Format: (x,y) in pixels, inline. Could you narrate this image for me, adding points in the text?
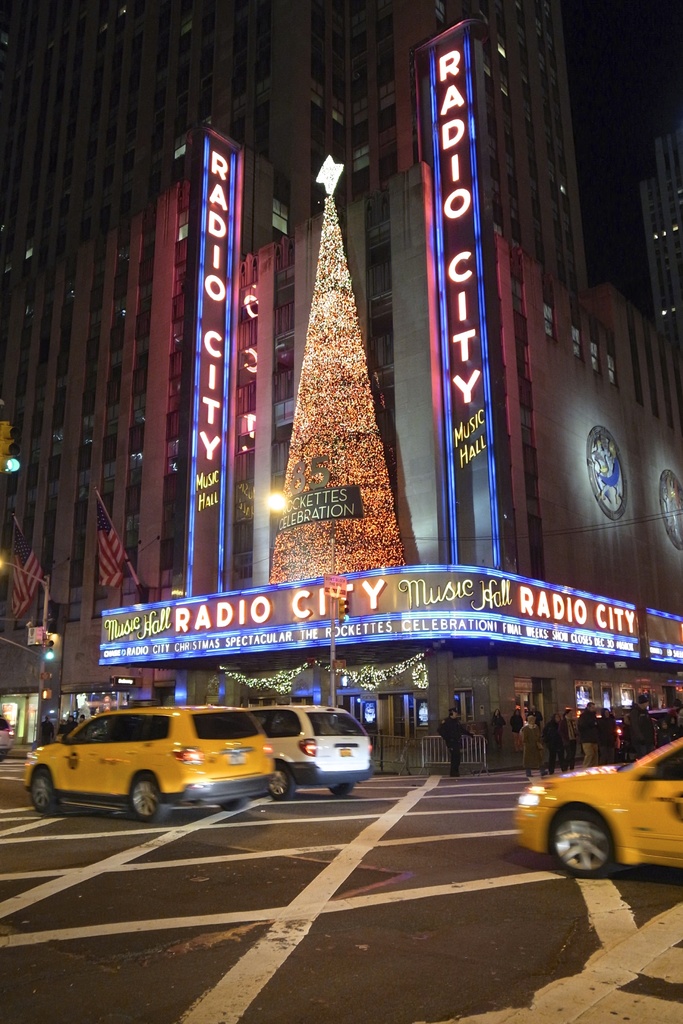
This is an image clicked in the dark. Here I can see few cars (633,813) on the road (350,864). In the background (369,358) there is a building (421,402) and few boards (226,342) with some text (200,604). There are many lights (368,397).
